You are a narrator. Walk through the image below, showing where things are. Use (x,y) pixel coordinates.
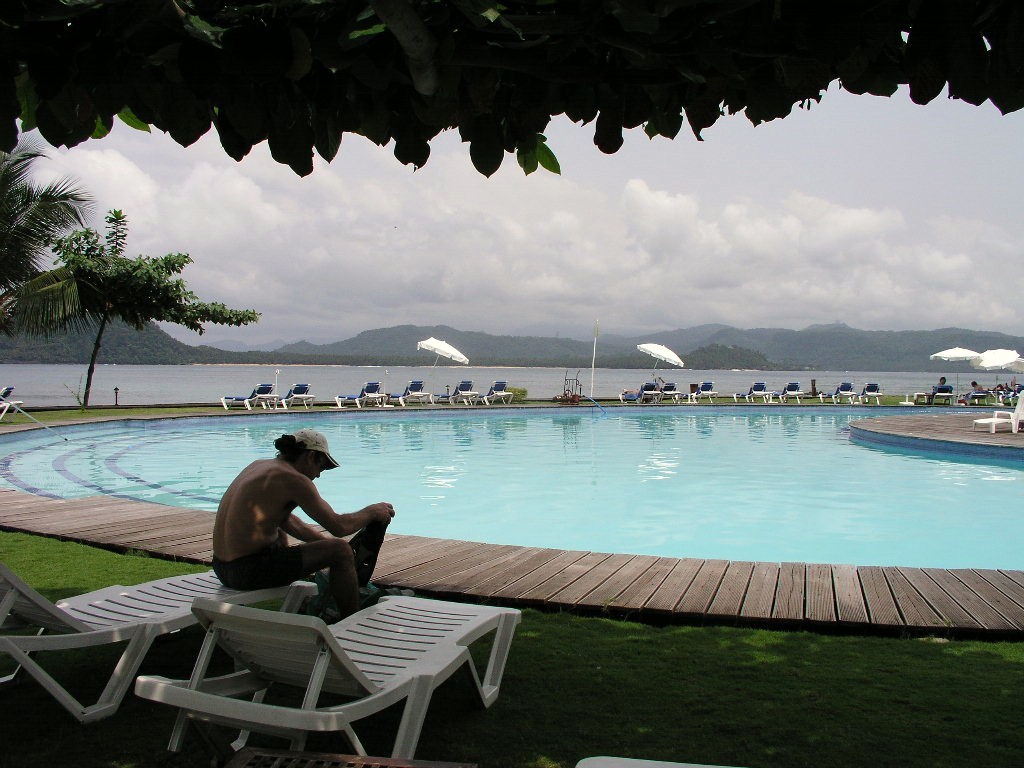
In this image I can see a person (297,533) sitting on pool bench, in-front of him there is a big swimming pool (935,549), pool benches (138,682), umbrella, water (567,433) and mountains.
